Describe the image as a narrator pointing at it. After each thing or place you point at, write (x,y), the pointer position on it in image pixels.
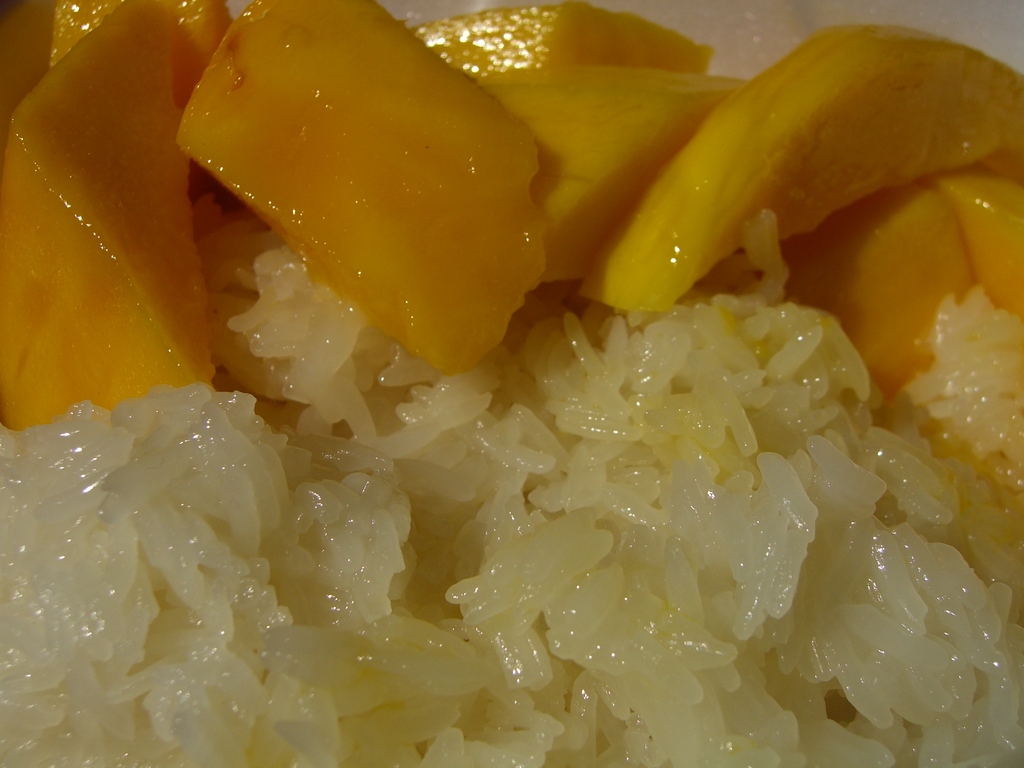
In this picture we can see food (629,386) and fruits (687,242).
